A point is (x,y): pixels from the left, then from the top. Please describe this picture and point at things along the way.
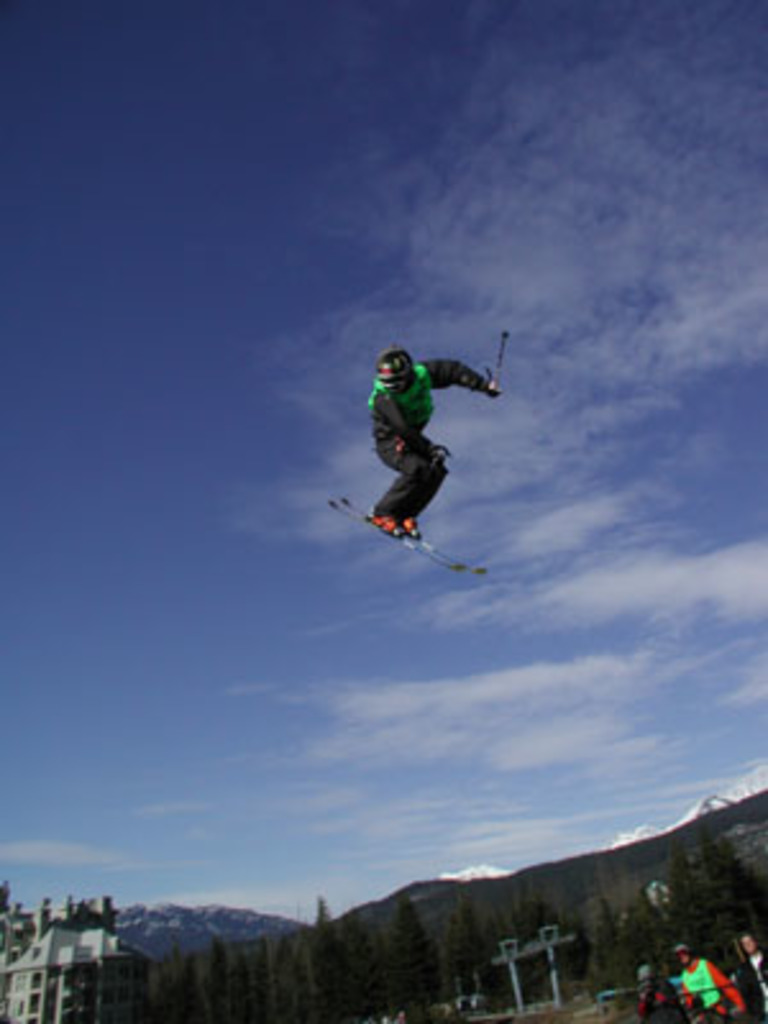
In this picture we can see a person (374,392) holding sticks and wore skis (332,505). There are a few people (756,963) on the right side (754,953). We can see houses (134,955), trees (382,941), mountains (279,921) and other objects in the background (416,941). Sky (140,899) is blue in color and cloudy.
